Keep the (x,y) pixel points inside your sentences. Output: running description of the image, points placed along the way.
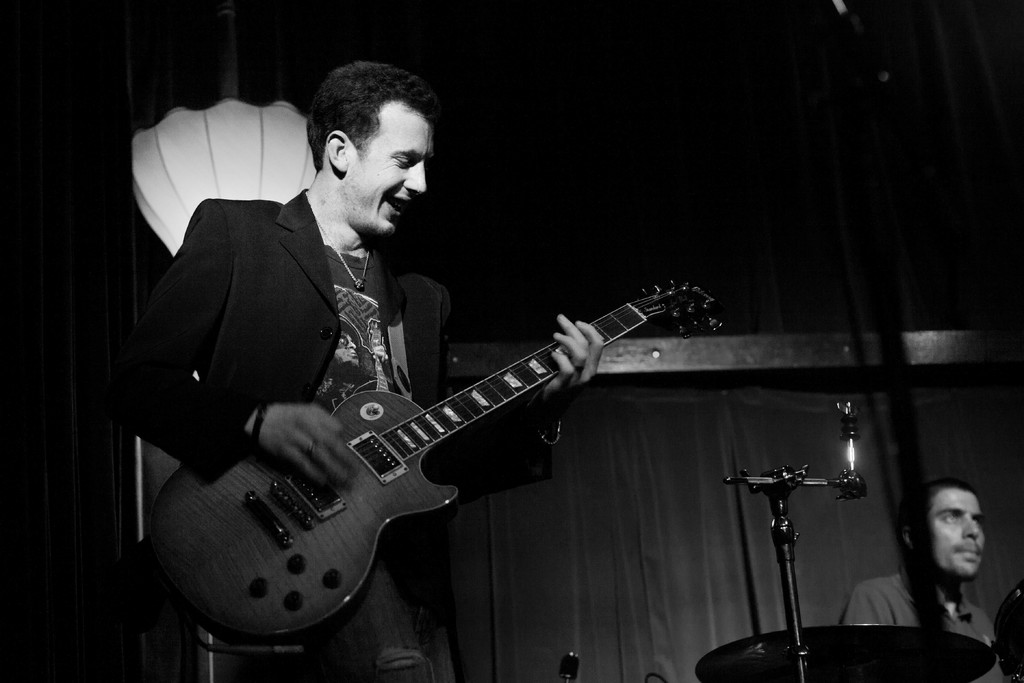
A man (240,331) wearing a coat (255,296) is holding a guitar (392,453) and playing it. In the background (553,523) there is a curtain (665,548). A stand (786,511) is over there. A person (938,552) is there in the background (930,557).
